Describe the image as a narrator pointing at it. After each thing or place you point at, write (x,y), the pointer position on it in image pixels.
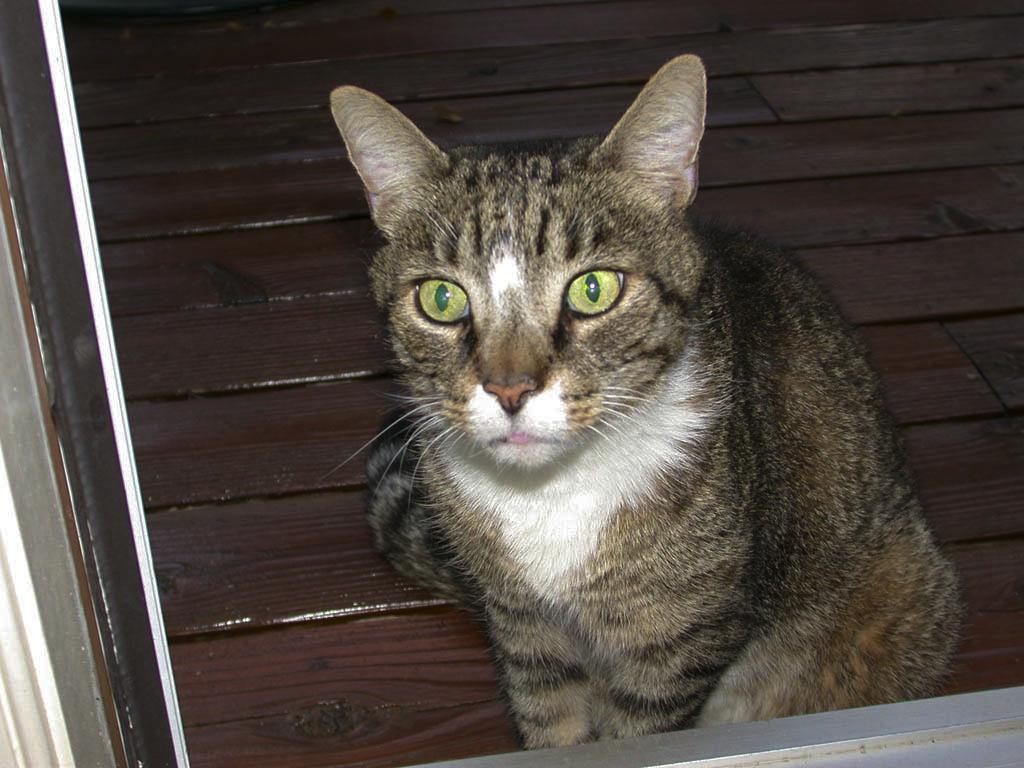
In the picture we can see a cat (596,555) sitting on the wooden floor (880,352) and near it we can see a window frame (168,702).
